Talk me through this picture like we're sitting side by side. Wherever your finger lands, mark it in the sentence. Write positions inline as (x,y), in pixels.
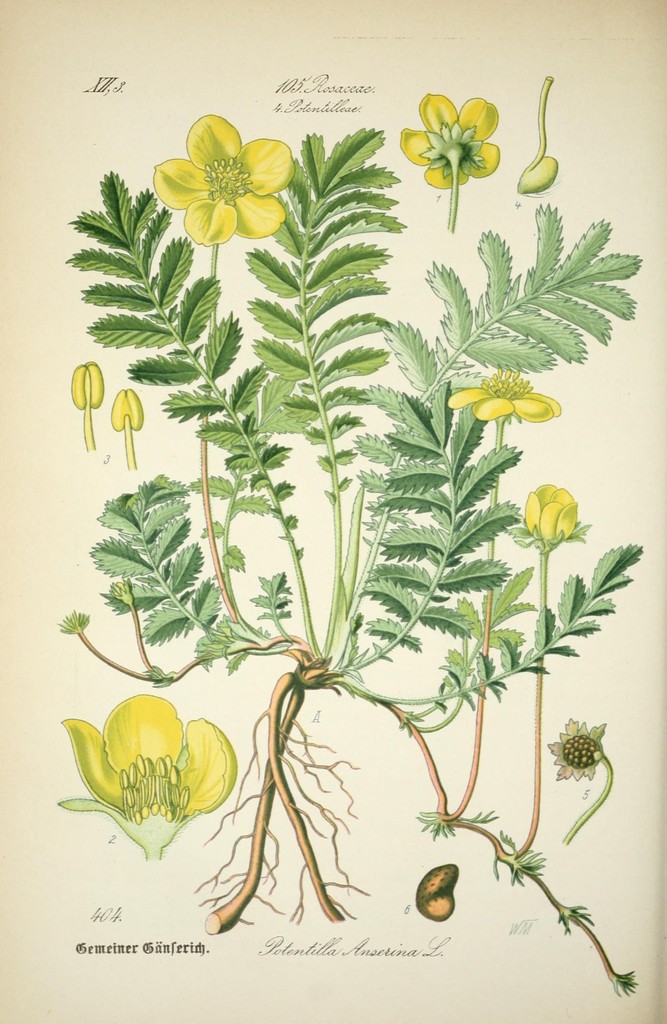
In this image we can see a picture (457,909) of a plant (328,383) with group of flowers (131,787), roots (268,829) and some text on it.
